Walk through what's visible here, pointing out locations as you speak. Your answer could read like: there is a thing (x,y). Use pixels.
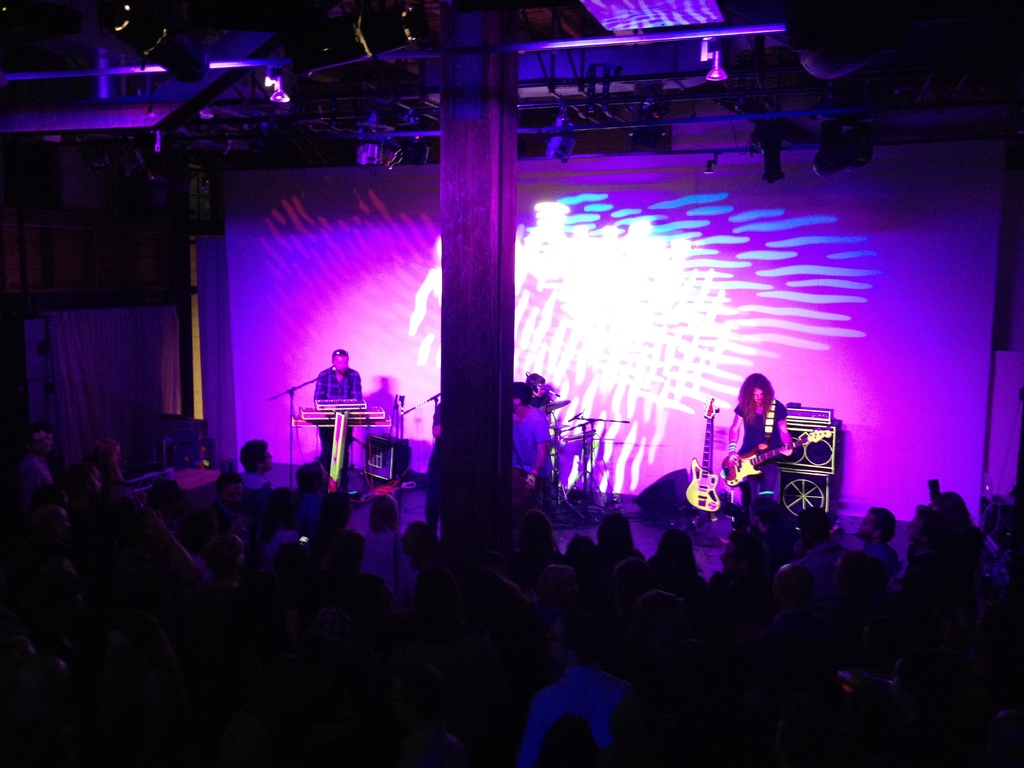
In the center (540,400) we can see few persons (750,420) were standing and holding musical instruments (331,423). In the bottom (641,761) we can see group of peoples (398,602) were standing, they were audience (362,634). In the background (375,339) there is a screen (917,303), light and few musical instruments (707,442).
